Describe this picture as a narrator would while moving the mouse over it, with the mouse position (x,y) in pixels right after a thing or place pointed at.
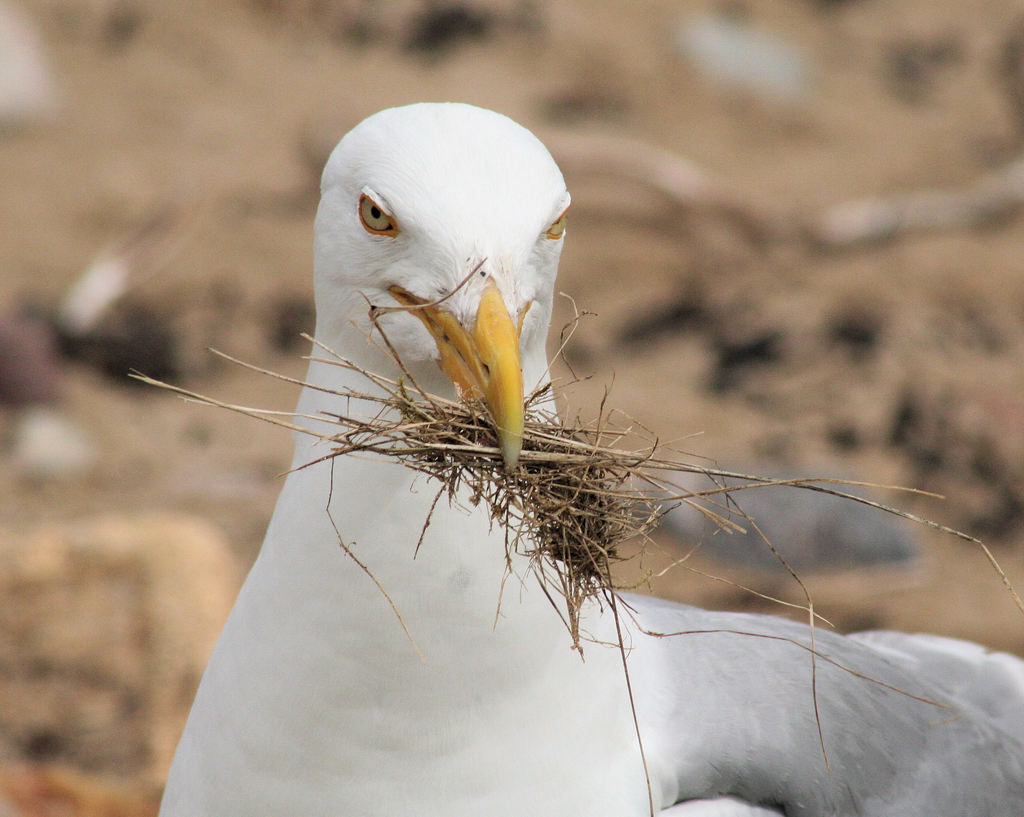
In the image there is a bird (929,754). And there is grass (440,426) in the bird's beak (500,380). Behind the bird (514,394) there is a blur background (623,37).
